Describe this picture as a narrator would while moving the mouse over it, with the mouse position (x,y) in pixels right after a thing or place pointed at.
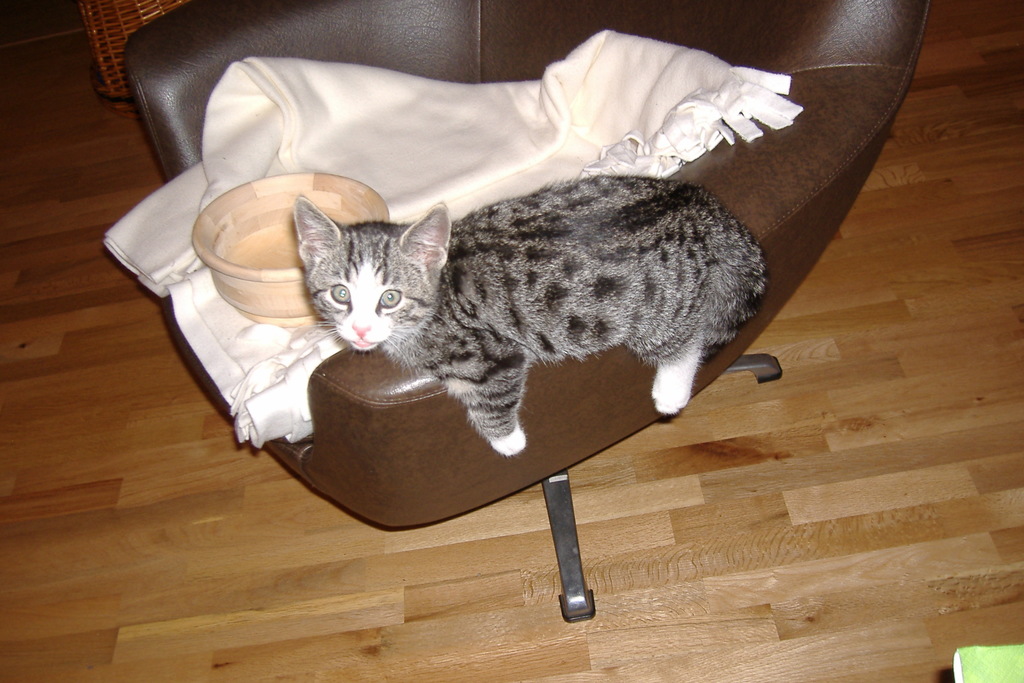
In this image we can see a cat (512,317), bowl (285,305) and a blanket (494,174) on a chair (529,61) which is placed on the wooden floor (632,596). At the top left (125,21) we can see a basket (114,29).
